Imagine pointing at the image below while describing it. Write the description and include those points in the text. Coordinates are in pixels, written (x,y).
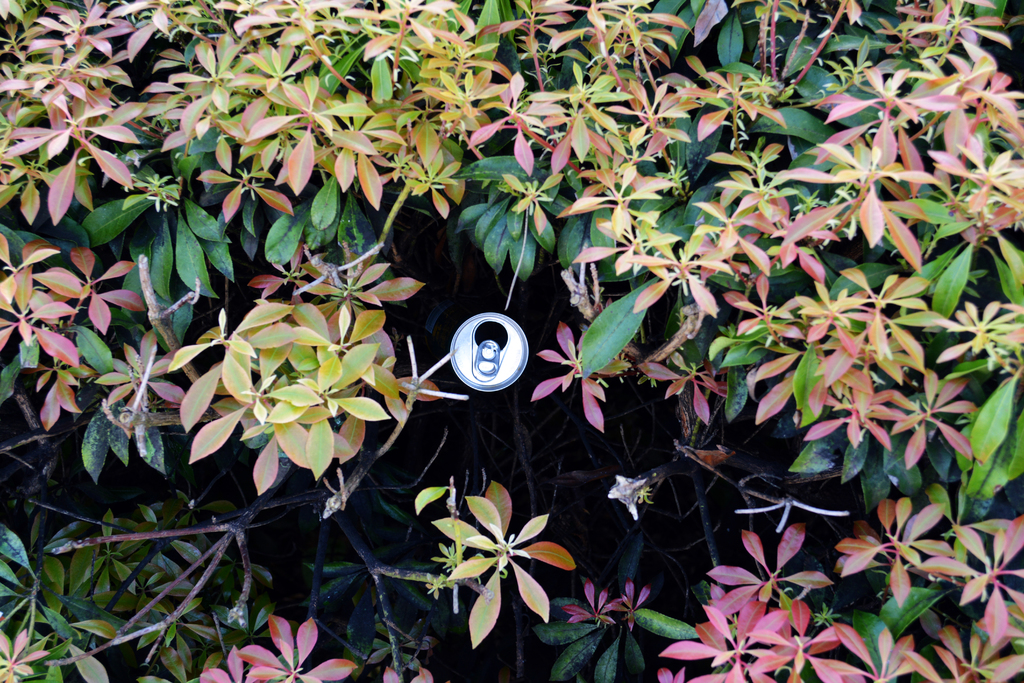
In this picture we can see a tin (519,351) and around this thing (519,366) we can see trees (675,527).
